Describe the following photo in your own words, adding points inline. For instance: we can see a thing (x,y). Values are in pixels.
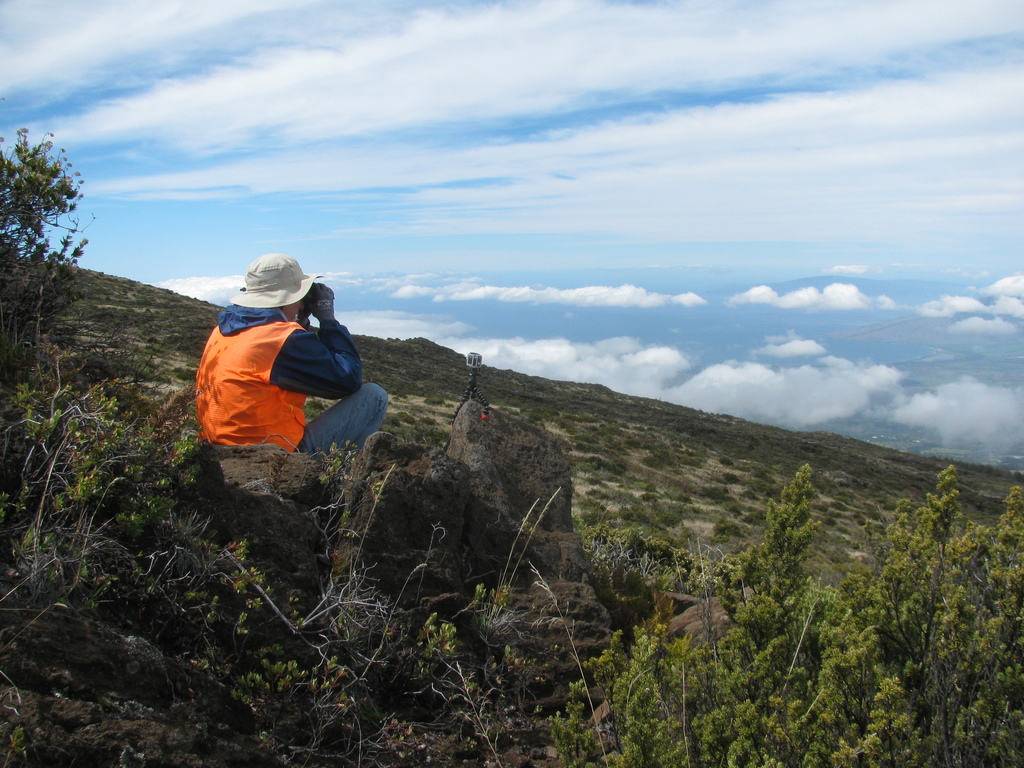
In front of the image there are plants (610,596) and rocks (398,523). There is a person (235,404) sitting on the rock (399,496) by holding some object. In front of him there is some object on the rock (436,496). At the top of the image (595,176) there are clouds (477,295) in the sky (988,229).
